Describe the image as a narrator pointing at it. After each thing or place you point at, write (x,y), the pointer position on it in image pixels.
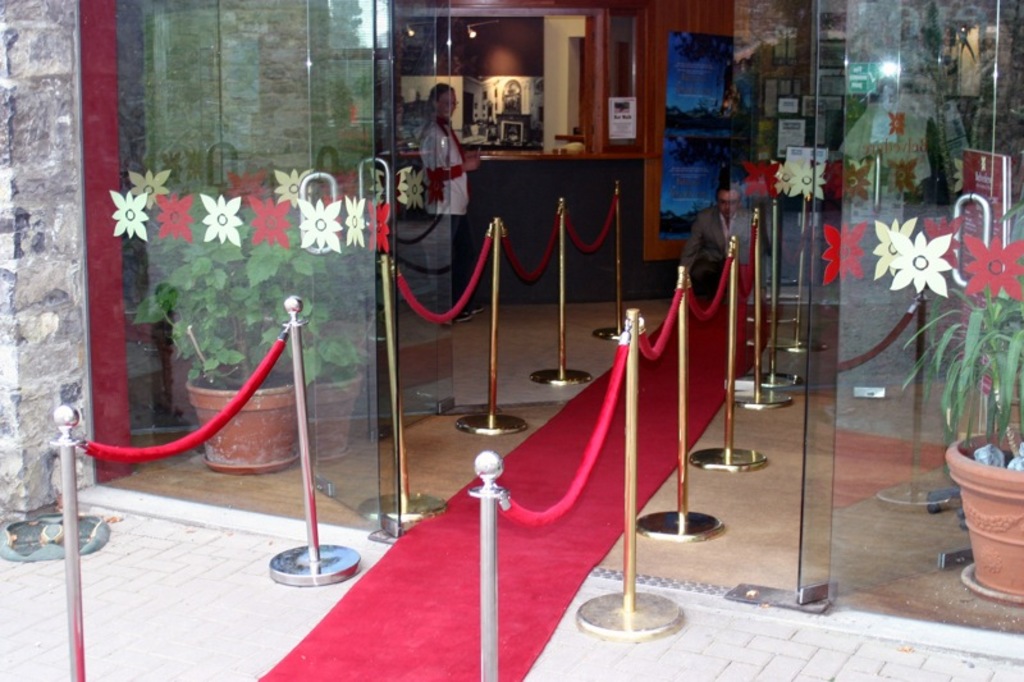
Here I can see the glasses (346,225) and poles (653,523) are placed on the ground (644,657) and also I can see a red color mat (439,650). In the inside few house plants (961,459) are placed and in the background (527,194) there is a table (535,197). I can see few doors (815,433). There are two persons (701,230) one person (705,255) is sitting on the floor (801,427) and one person (451,187) is standing.
